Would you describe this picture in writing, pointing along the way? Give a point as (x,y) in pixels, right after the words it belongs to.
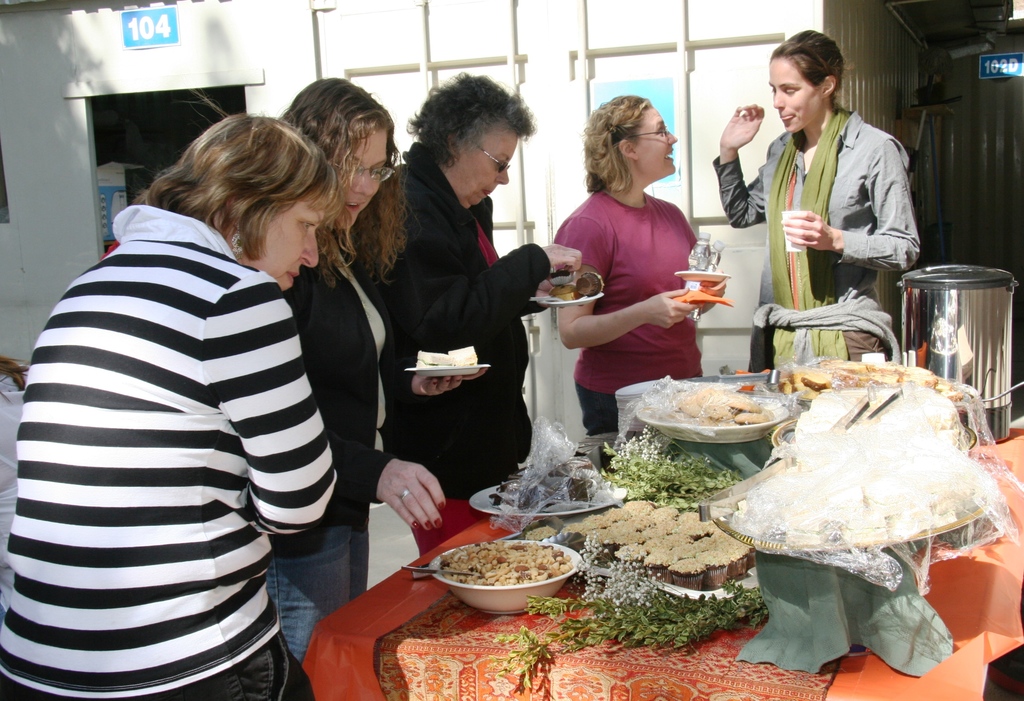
In this picture we can see a group of people (390,264) standing and some people (627,332) holding the plates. In front of the people (456,157) there is a table (619,657) and on the table (618,657) there are bowls (529,596), tray (693,590), covers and some food items (660,574). Behind the people (363,441) there is a wall (36,144).
